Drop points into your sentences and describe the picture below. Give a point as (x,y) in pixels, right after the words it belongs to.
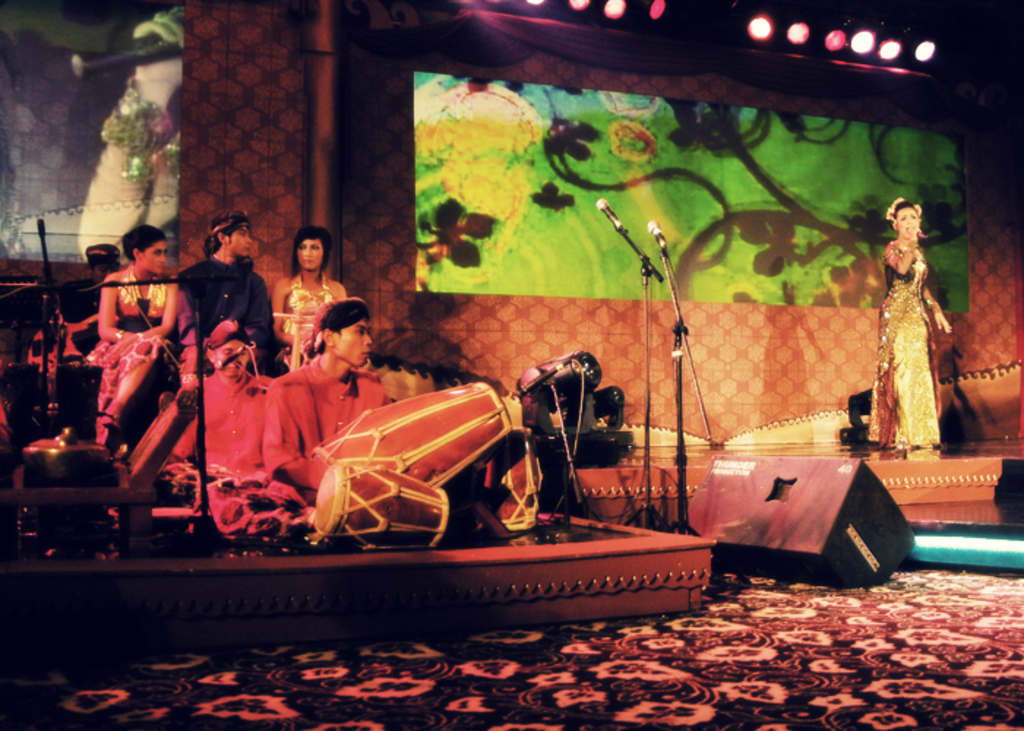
Here we can see a group of people (345,327) playing drums (423,474) and behind them there are three people (216,313) sitting and there are microphones (47,323) placed here and there and at the right side (879,351) there is lady (896,298) singing with a microphone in her hand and at the top (870,44) we can see colorful lights (617,5).
